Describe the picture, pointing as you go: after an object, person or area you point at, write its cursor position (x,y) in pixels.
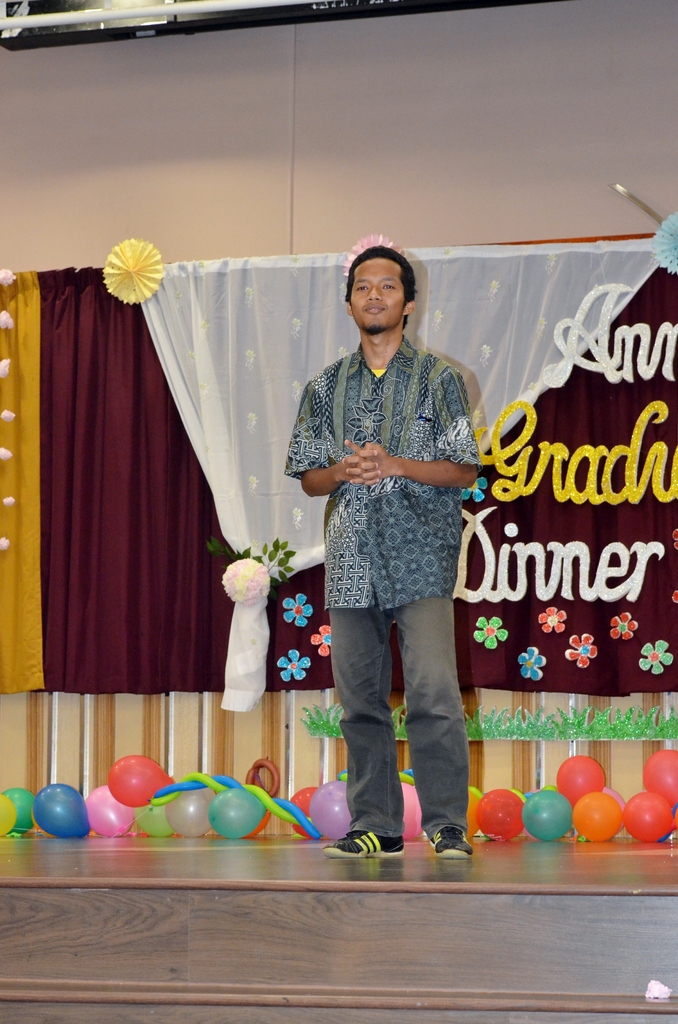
In the center of the picture (449,632) there is a stage (490,851), on the stage (607,845) there are balloons (12,817), curtains (282,552), thermocol sheets (631,472), decorative items (669,661) and a person (387,568) standing. At the top (238,87) it is wall (280,31) and there is another object (161,27).
